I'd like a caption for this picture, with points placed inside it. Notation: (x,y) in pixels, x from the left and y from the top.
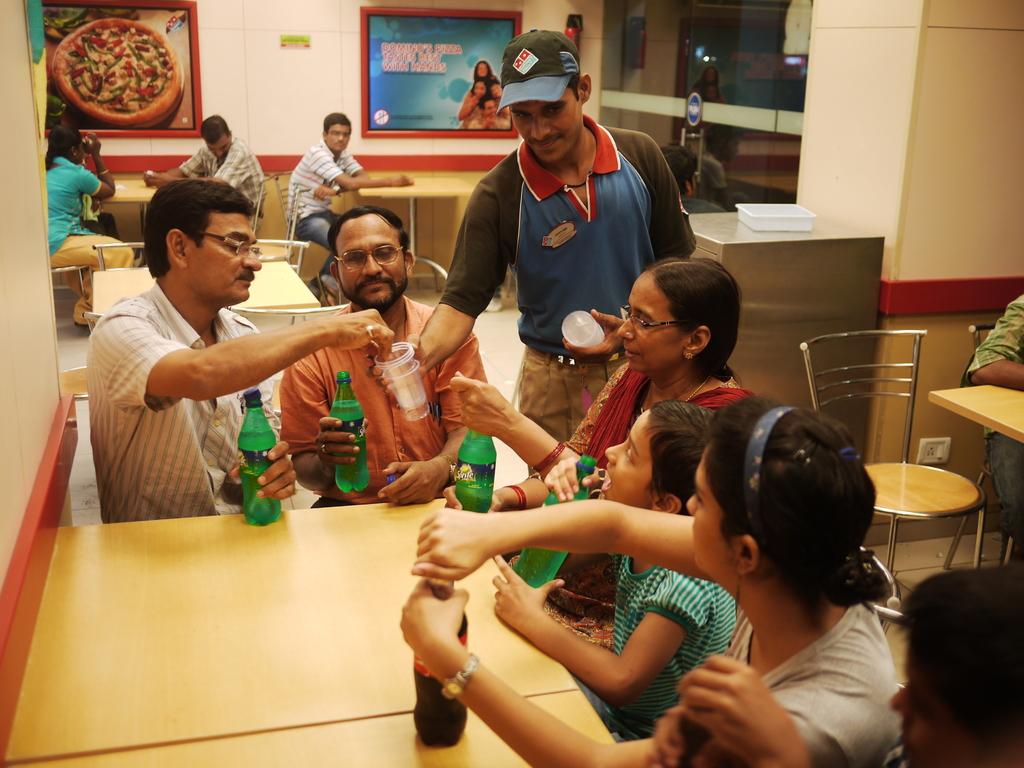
This picture is clicked inside the room (472,649). In the foreground (308,355) we can see the group of persons (650,430) holding bottles (255,419) of cool drinks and sitting on the chairs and we can see the wooden tables (1009,394), chairs (935,484) and many other objects (776,258) and we can see a person (612,214) holding glasses (410,384) and standing. In the background (448,30) we can see the posters (467,28) attached to the wall (322,39) on which we can see the text (411,64) and pictures (487,103) of persons (470,93) and pictures (133,78) of food items (123,86) and we can see the group of person (83,191) sitting on the chairs (273,183). In the background (730,148) we can see many other objects (786,55).
